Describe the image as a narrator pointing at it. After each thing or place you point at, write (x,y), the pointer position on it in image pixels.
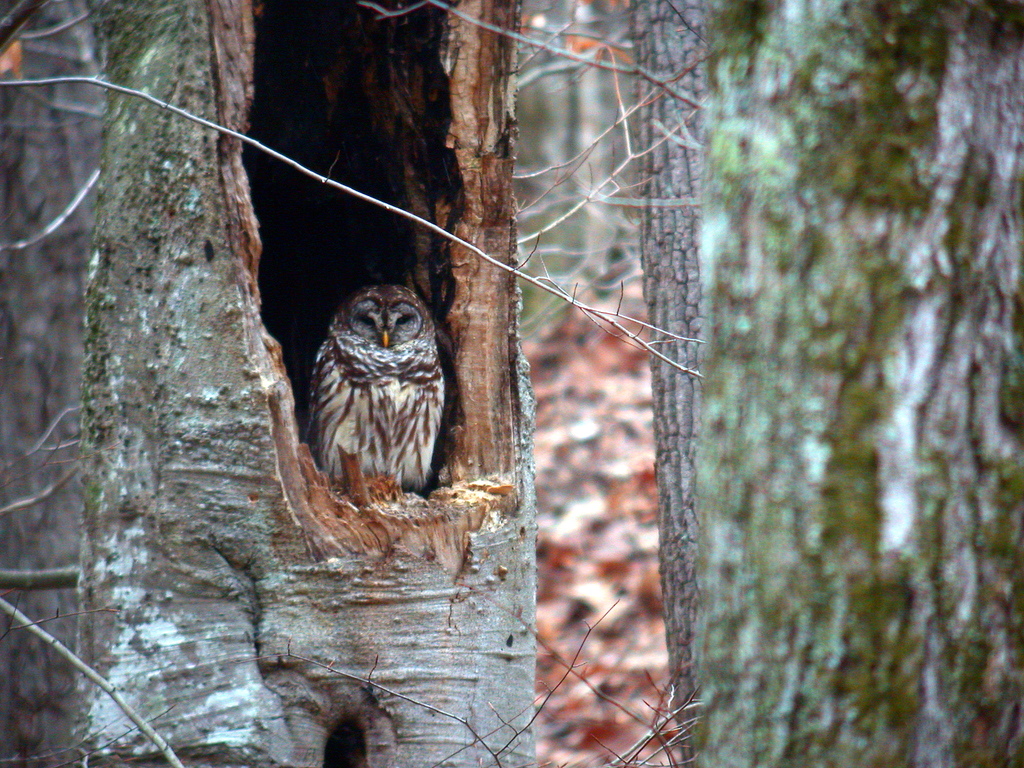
In the center of the image (413,441) we can see a bird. In the background of the image (602,470) we can see trees (699,231) and dry leaves (576,473) are there.
